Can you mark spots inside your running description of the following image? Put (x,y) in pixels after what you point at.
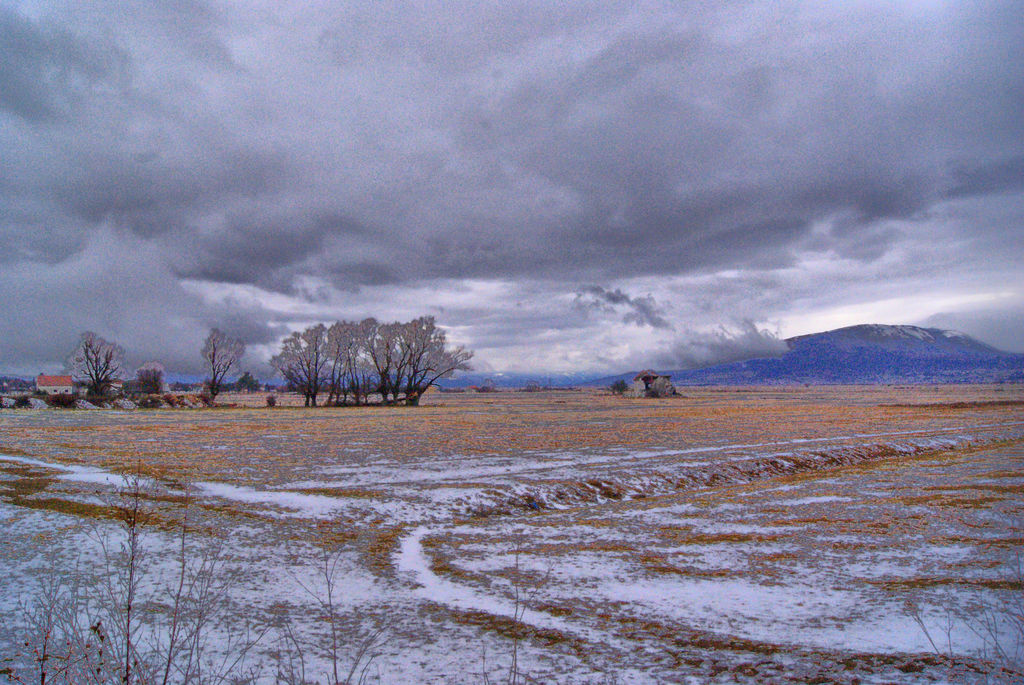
In this image I can see land (150,575) in the front (222,457). There are trees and houses (62,382) on the left (97,388). There are mountains (807,362) at the back (940,336) and there are clouds (559,240) in the sky (443,233).
